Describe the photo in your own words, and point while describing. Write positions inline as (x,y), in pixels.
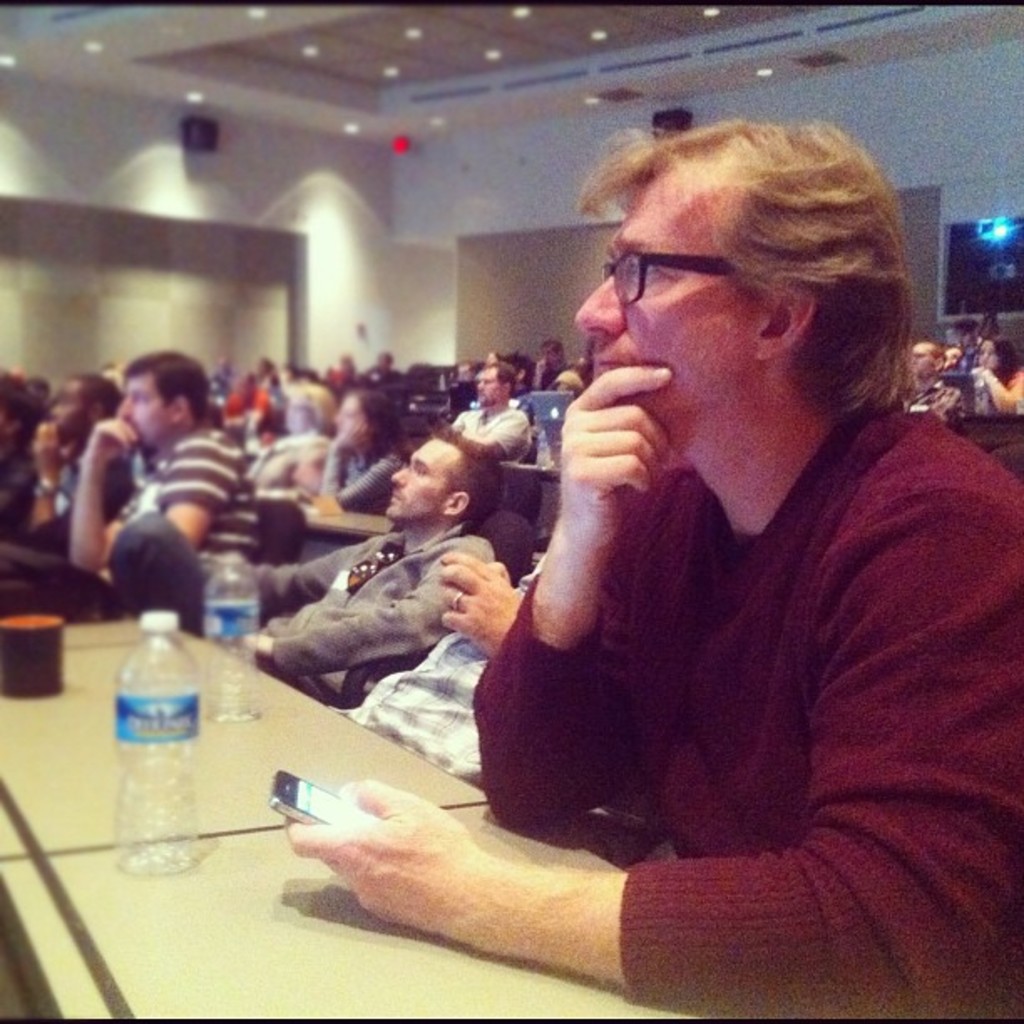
Here people (577,446) are sitting, on the desk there are bottles (180,795), a person (537,792) is holding phone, there are lights (496,52) on the roof (465,70).
